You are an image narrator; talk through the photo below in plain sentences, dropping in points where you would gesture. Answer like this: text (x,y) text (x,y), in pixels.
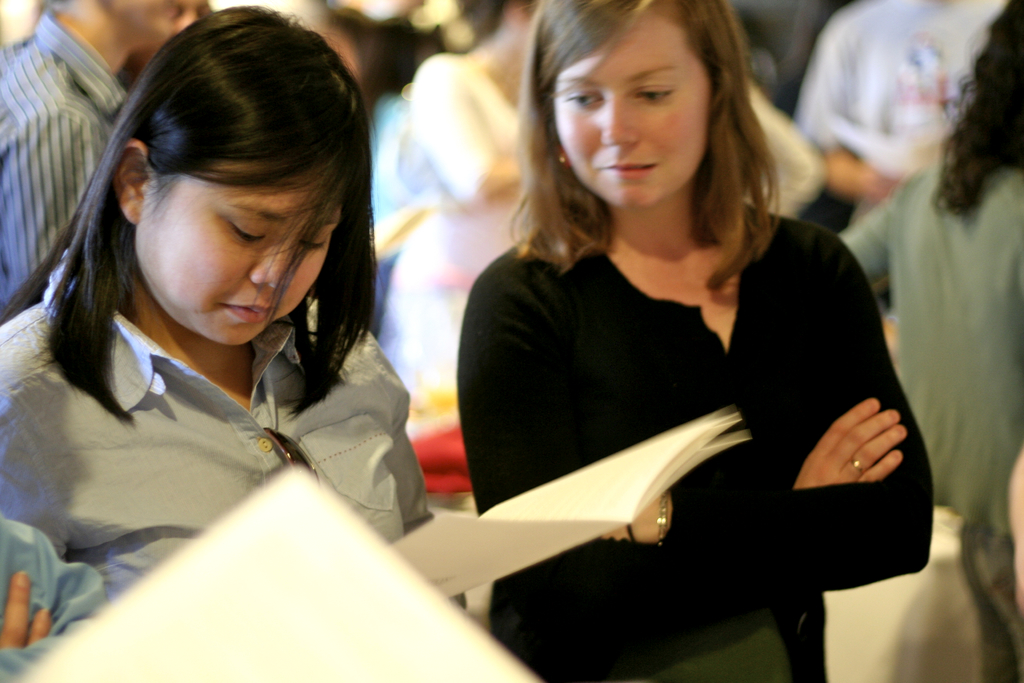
In the image there are two women (645,280) the foreground (170,348) and the first woman (234,357) is holding some book (485,544), behind them there are some other people (789,169).
